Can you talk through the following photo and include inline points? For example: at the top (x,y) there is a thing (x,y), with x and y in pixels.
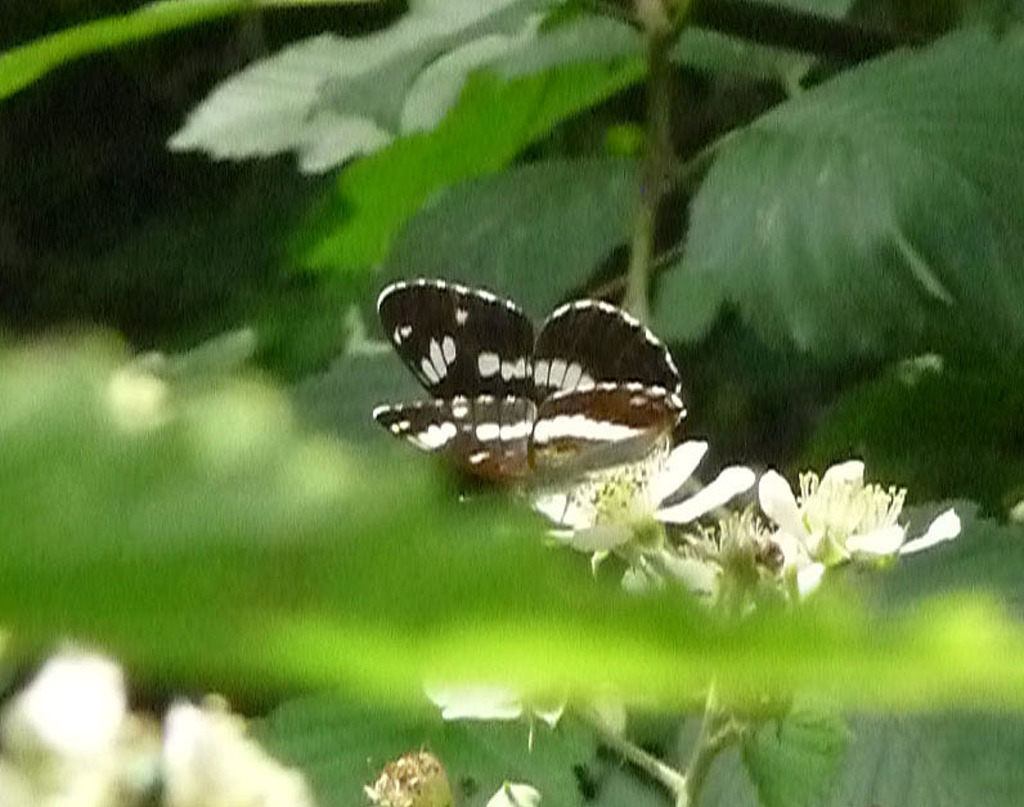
In the center of the image (544,367) there is a butterfly (487,484) on the flower (578,518). In the background of the image (497,170) there are leaves (209,150), flowers (174,747).
